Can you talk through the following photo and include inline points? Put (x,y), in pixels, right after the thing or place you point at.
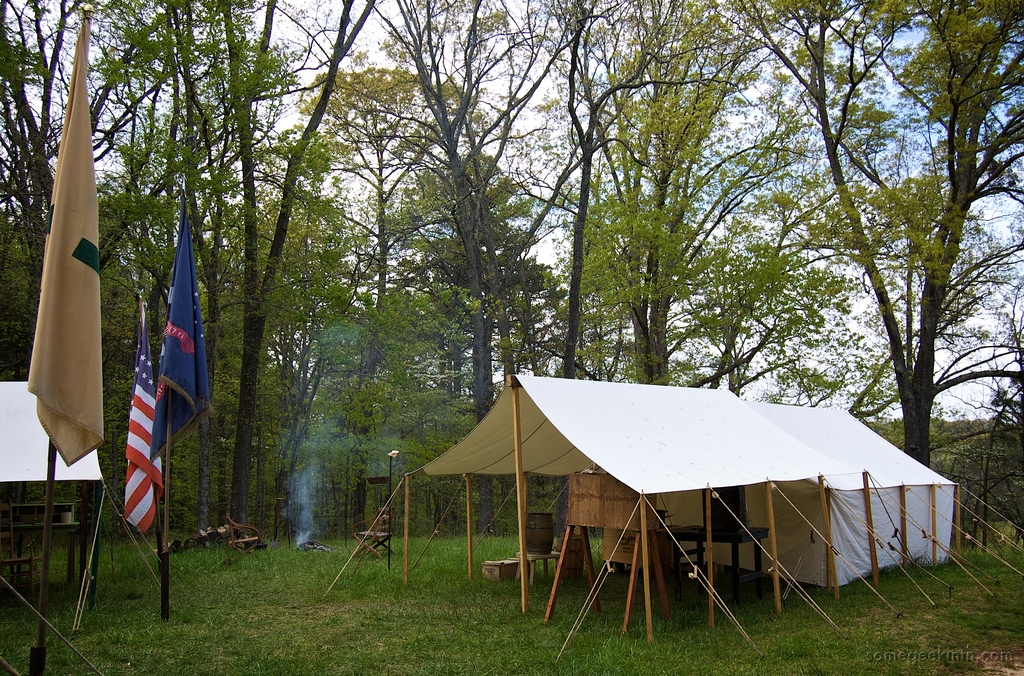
In this image we can see there are tents (27,459). In the tents (596,519) there are wooden sticks (564,566), table (738,555), box (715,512), chair (375,547), flags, and stand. And there are trees (335,180), grass (321,605) and the sky (324,186).
